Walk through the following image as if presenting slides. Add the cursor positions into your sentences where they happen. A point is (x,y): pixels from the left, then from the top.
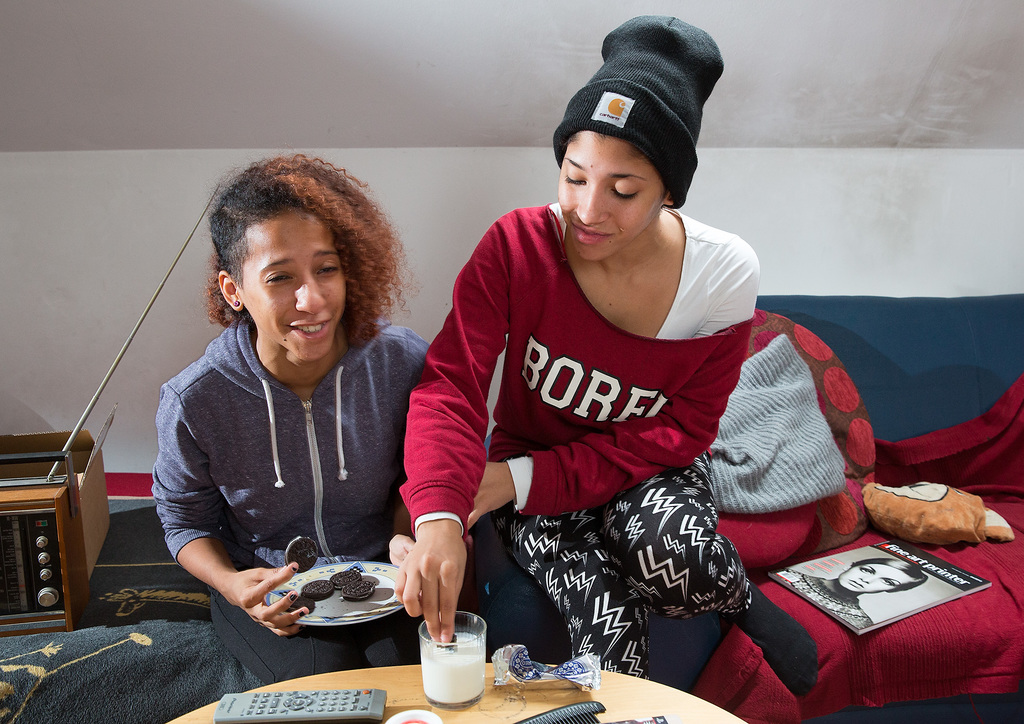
In the image there are two people (506,395) sitting and having biscuits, the first person (451,581) is dipping the biscuits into the milk (458,645) that is kept on a table (635,702) and beside that there is a remote (279,709), a comb (581,713). On the right side (766,502) there is a magazine (917,611) kept beside a pillow (925,494) and on the left side (96,438) there is some other object (2,485), in the background (429,178) there is a wall (429,178).
